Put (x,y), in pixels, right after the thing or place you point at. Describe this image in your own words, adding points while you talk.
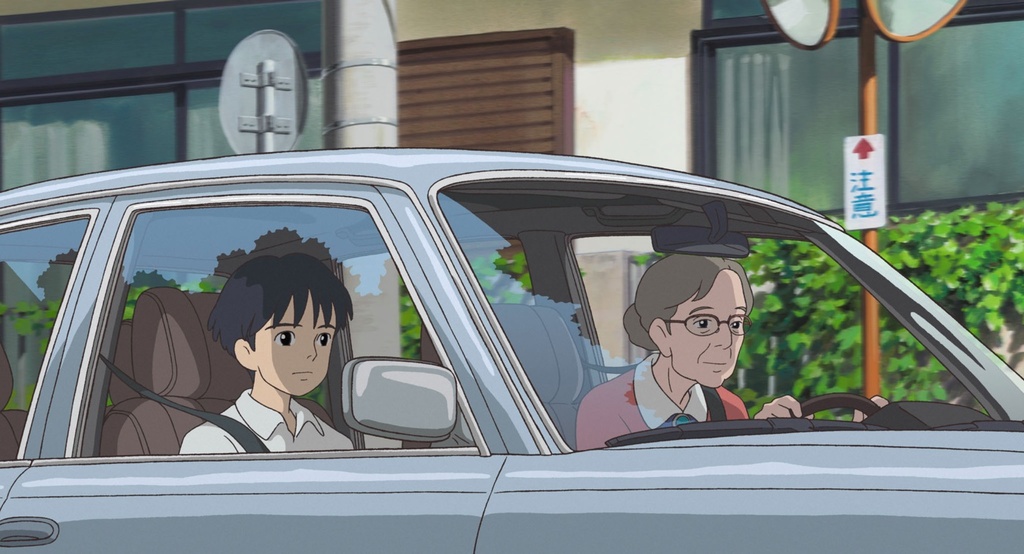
In this image I can see depiction picture where I can see a vehicle (495,334), few people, few poles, a board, bushes (952,264), a building (704,77) and here on this board (863,153) I can see something is written.
